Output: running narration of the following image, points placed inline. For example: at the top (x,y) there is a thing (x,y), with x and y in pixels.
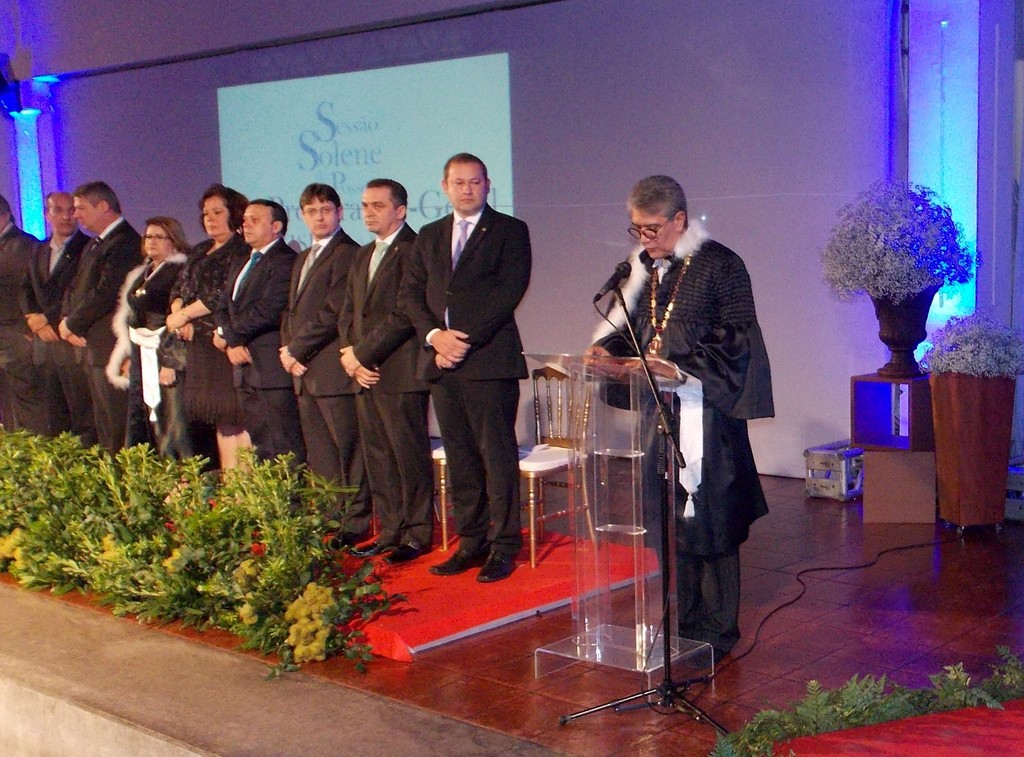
In this picture we can see a group of people (357,363) are standing on the stage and a man (667,293) is standing behind the podium (584,497). On the right side of the podium (633,430) there is a stand (651,689) with a microphone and behind the people (331,356) there is a screen (386,113) and houseplants (855,231).
